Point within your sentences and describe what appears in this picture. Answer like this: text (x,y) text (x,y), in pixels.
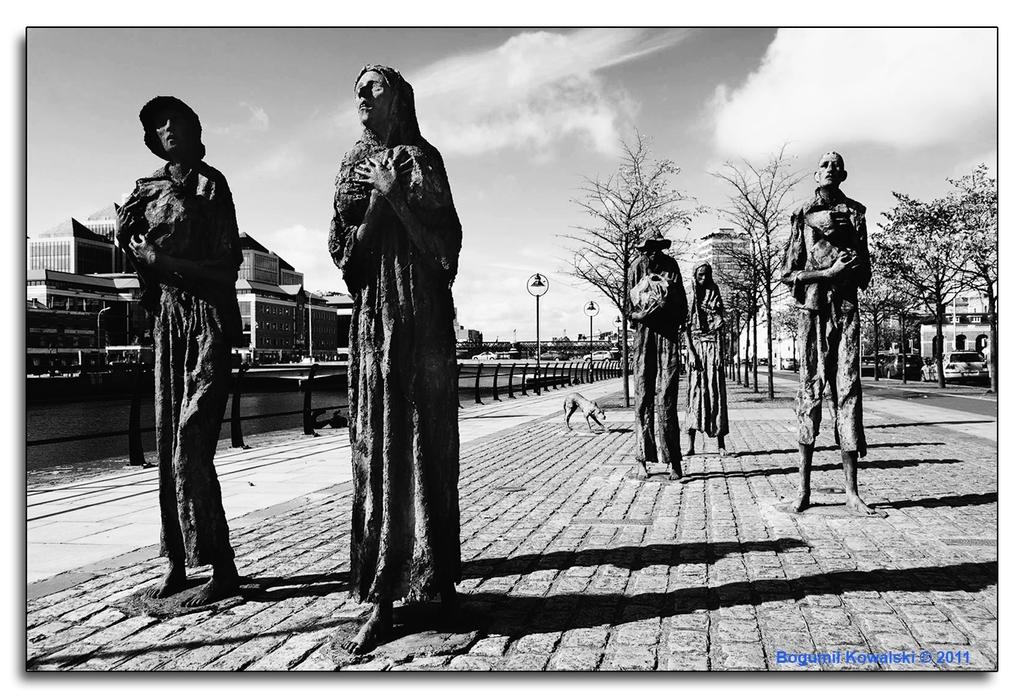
this black and white picture is clicked on the road (966,399). To the right (965,408) there is the road (940,393). Beside the road (890,389) there are sculptures (397,440) on the ground (683,453). Behind the sculptures (693,313) there are trees (914,232). Beside the sculptures (398,410) there is a railing (464,387). Behind the railing (135,395) there is the water (268,396). In the background (277,309) there are buildings (951,338), vehicles (973,362) and street light poles (587,302). At the top (665,73) there is the sky (563,89). In the bottom right (792,656) there is text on the image.
